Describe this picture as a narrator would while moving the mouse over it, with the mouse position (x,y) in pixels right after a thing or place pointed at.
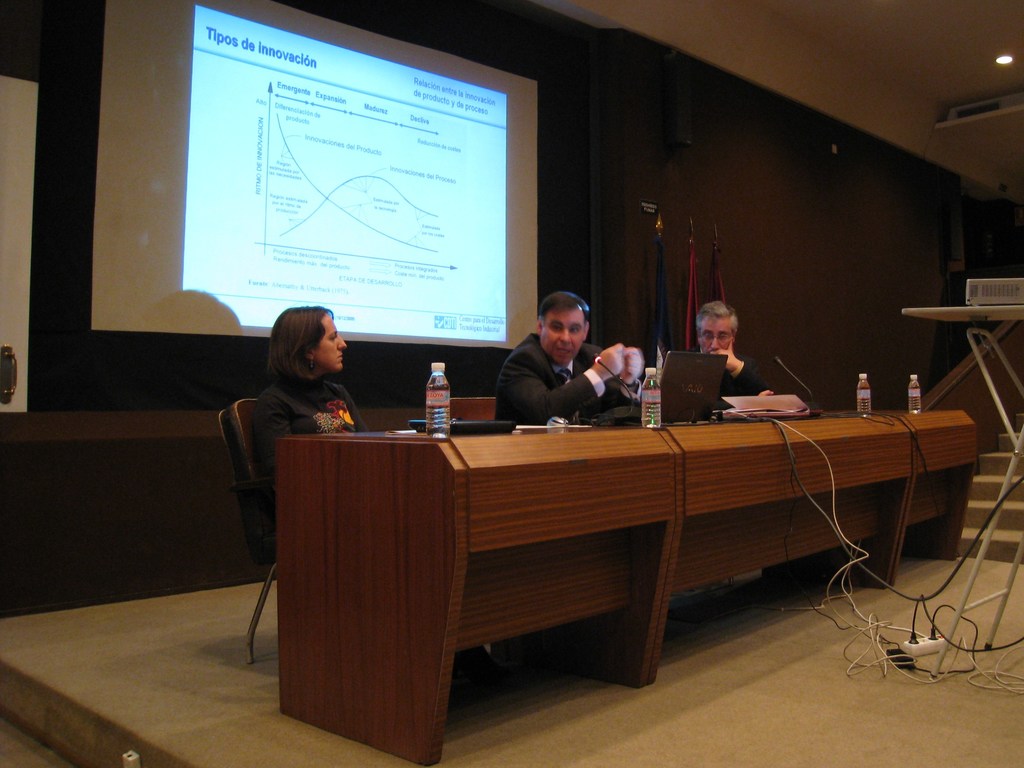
In the image we can see there are people (562,380) who are sitting on chair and at the back (469,255) there is a screen (308,229).
